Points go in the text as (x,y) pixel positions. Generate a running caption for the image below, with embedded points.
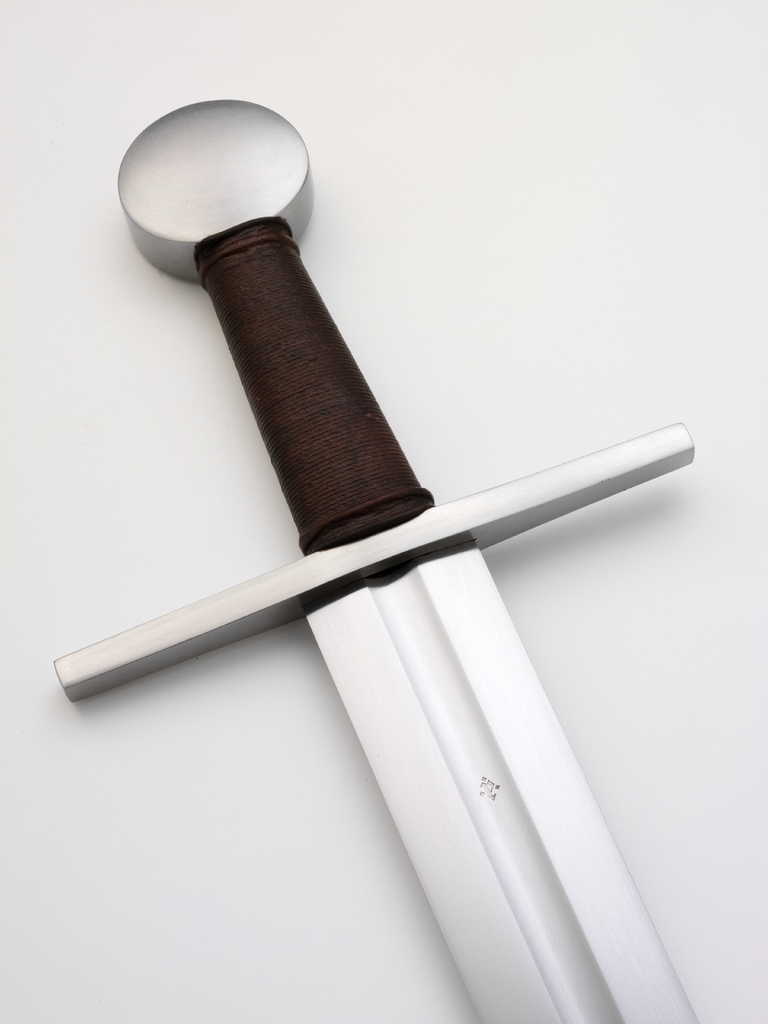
This image consists of a sword (402,718). There is the brown handle (311,424) to it.
